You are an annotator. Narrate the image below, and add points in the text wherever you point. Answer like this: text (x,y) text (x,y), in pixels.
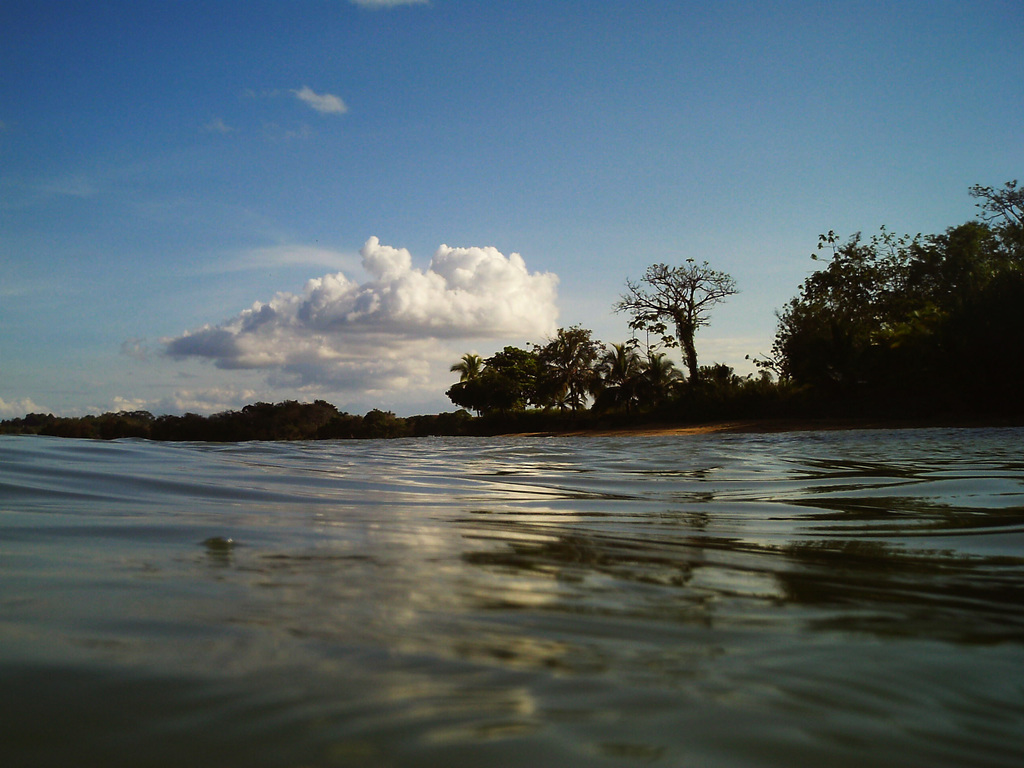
In this picture I can see trees (809,379) and water (389,615) and a blue cloudy sky (531,237).
